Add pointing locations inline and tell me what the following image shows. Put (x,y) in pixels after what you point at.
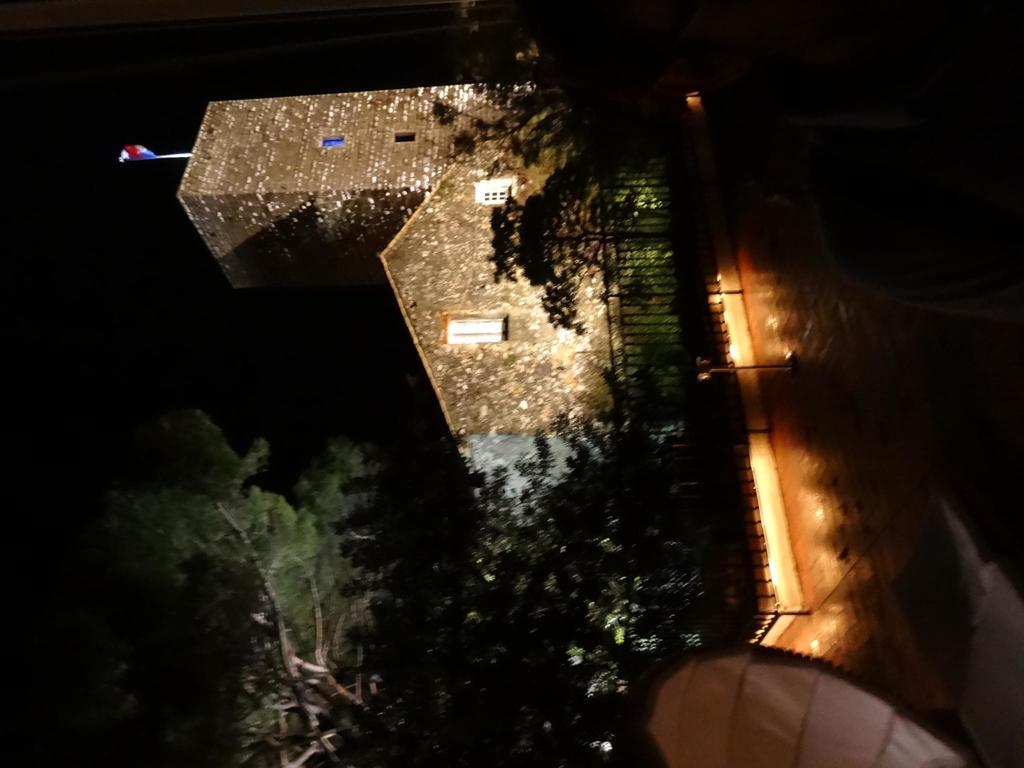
This picture is in left direction. In this image there is a building (490,200) and there is a flag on the building (437,184). In the bottom right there is an umbrella (782,743). In the foreground (701,202) there is a railing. At the back (471,522) there are trees (471,522). At the top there is sky (172,382). At the bottom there is a road (895,539).
